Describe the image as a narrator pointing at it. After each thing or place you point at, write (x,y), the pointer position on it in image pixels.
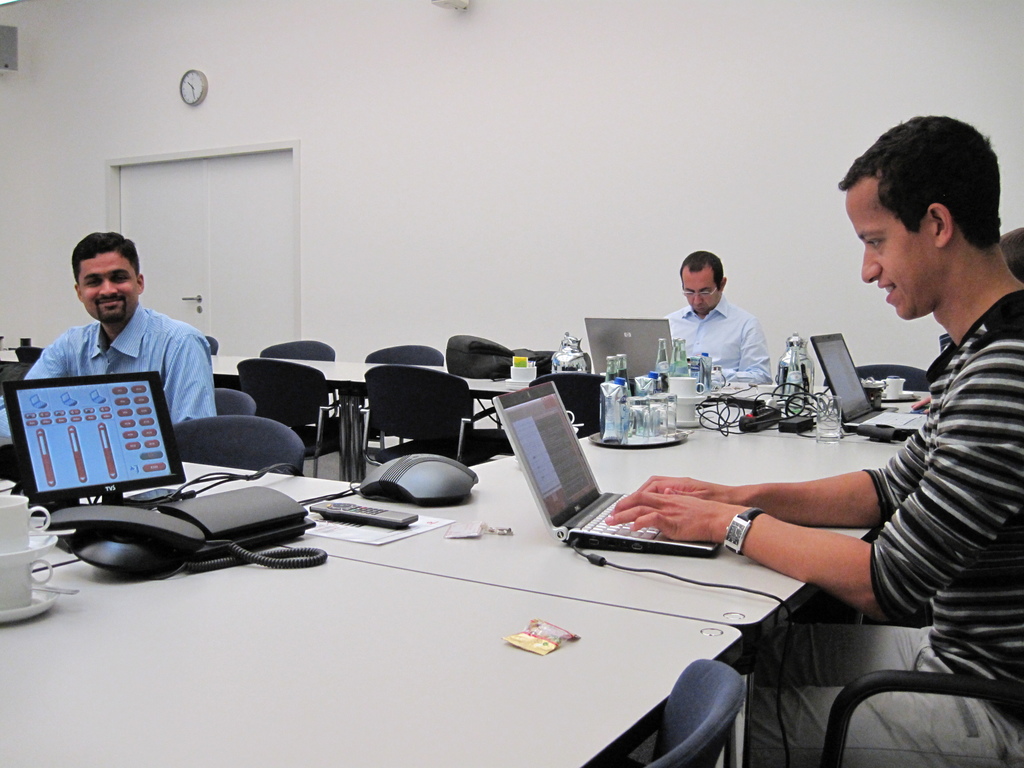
In the image I can see chairs (582,415), table (367,596), laptop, phone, cups (21,500), people (684,322) and other objects (783,403). In the background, I can see the watch (202,90).
